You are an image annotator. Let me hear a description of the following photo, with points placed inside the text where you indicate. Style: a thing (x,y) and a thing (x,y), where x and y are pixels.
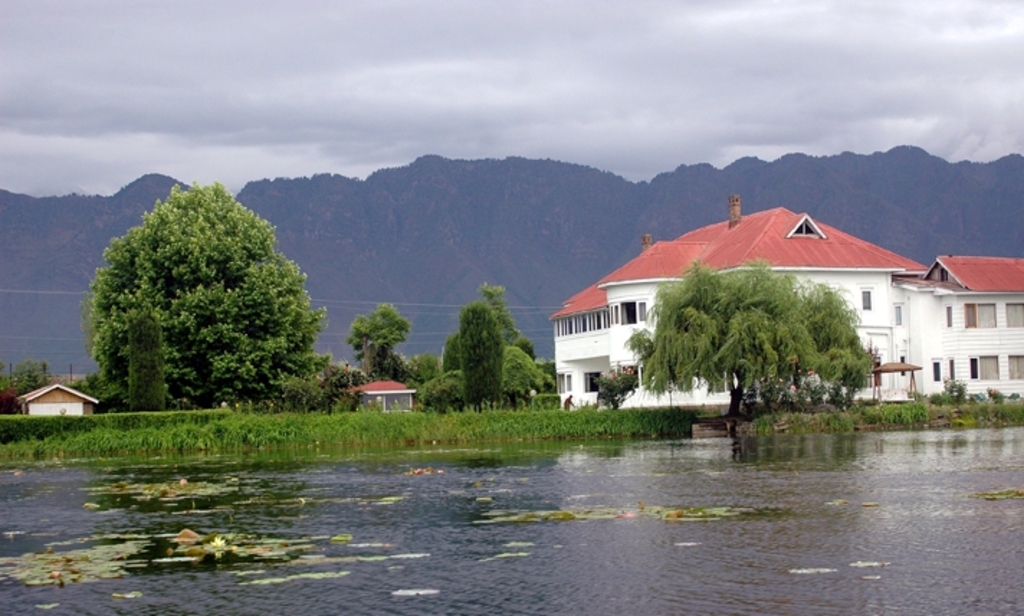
In the picture we can see water (678,555) in it we can see some leaves (509,521) and a flower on it and far away from it we can see grass plants (63,445) in the water (559,445) and behind it we can see trees (442,397) and houses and besides we can see a house building (693,244) which is white in color and behind it we can see some hills (430,181) and sky (482,90) with clouds (568,80).
